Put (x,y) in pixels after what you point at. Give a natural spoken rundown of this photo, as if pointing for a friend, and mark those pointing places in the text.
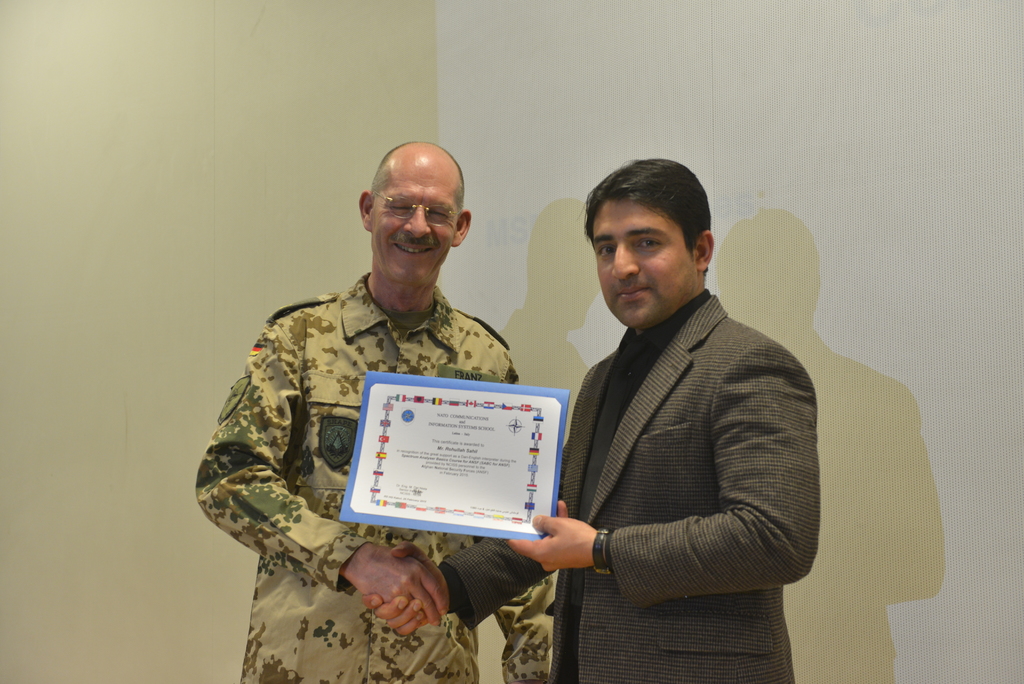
In the picture there are two men (634,467), the second person (625,465) is presenting an award (488,480) and giving shake hand (401,578) to the first person (383,361), in the background (312,265) there is a wall (804,611).
